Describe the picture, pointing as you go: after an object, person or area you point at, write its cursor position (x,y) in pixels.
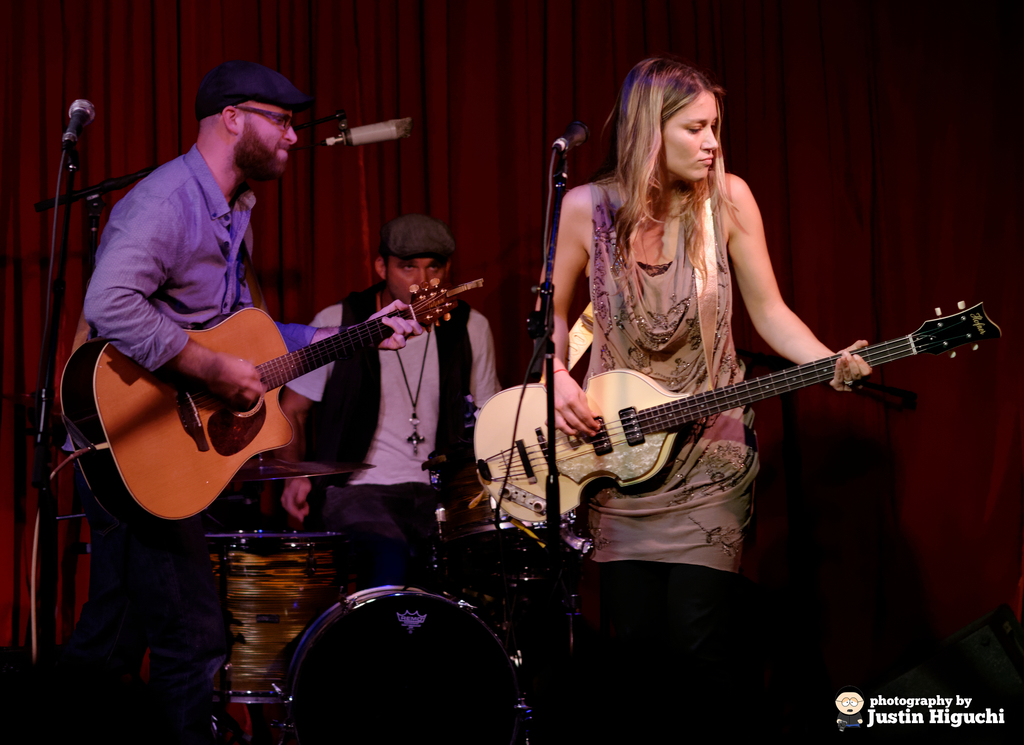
This is a picture taken on a stage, there are three people (442,332) who performing the music instruments (495,425). In front of this people (606,226) these are the microphone (80,115) with stand (557,226). Background of this people (413,281) there is a curtain (515,88) which is in red color.
